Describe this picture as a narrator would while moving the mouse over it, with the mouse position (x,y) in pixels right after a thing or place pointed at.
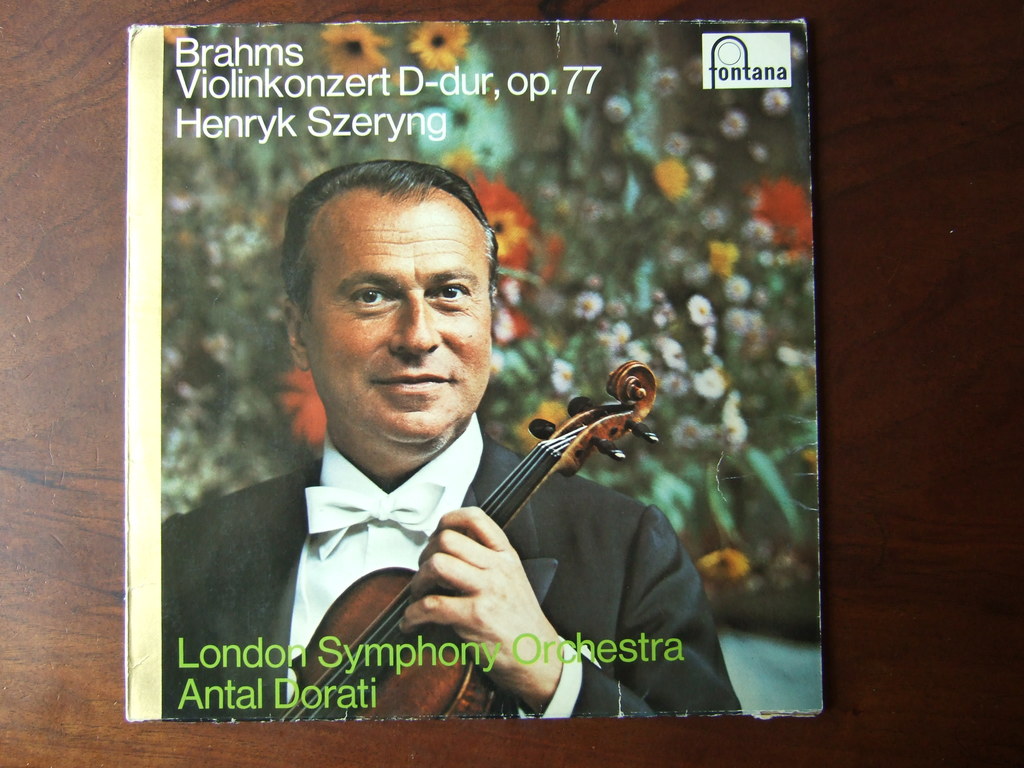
There is a poster (641,311) in which, there is a person (473,349) in a coat (567,574), holding a violin (331,606) with one hand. In the background (192,371), there are flowers (771,102). And there are texts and a watermark (724,50) on the poster (527,399). This poster (197,335) is on the wooden table (69,36).
